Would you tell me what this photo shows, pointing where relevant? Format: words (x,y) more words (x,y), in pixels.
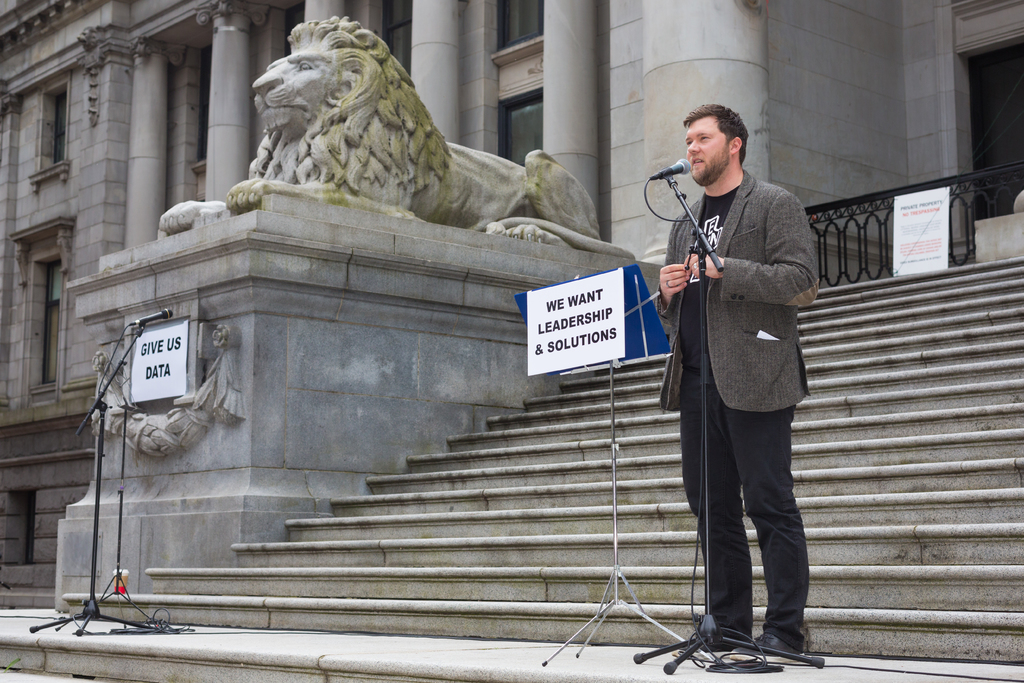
In this picture, we see a man (712,418) in the blazer (804,255) is standing. In front of him, we see a microphone stand (701,314). I think he is talking on the microphone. We see a stand (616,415) and a board (533,327) in white color with some text (543,334) written on it. Behind him, we see the staircase (817,500). In the middle (498,231), we see the statue of a lion (382,129). Beside that, we see a microphone stand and a board (179,321) in white color with some text (170,353) written on it. On the right side (869,210), we see the railing (869,206) and a board (916,230) in white color with some text (908,239) written on it. In the background (206,132), we see a building (153,140) and the pillars (747,52).
